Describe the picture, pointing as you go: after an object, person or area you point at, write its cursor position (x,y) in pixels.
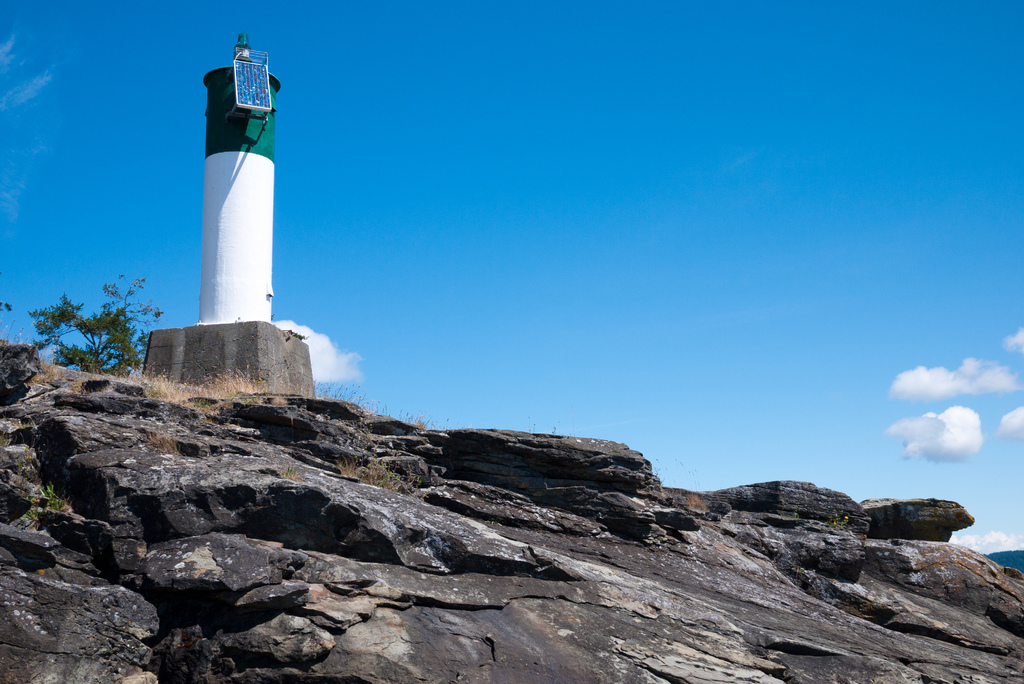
On the left side (230,246), there is a tower (235,147) in green and white color combination on a platform (262,335) which is on a mountain (829,503), on which there are rocks (546,503). In the background (137,337), there is a tree (97,322) and there are clouds (962,390) in the blue sky (411,356).
